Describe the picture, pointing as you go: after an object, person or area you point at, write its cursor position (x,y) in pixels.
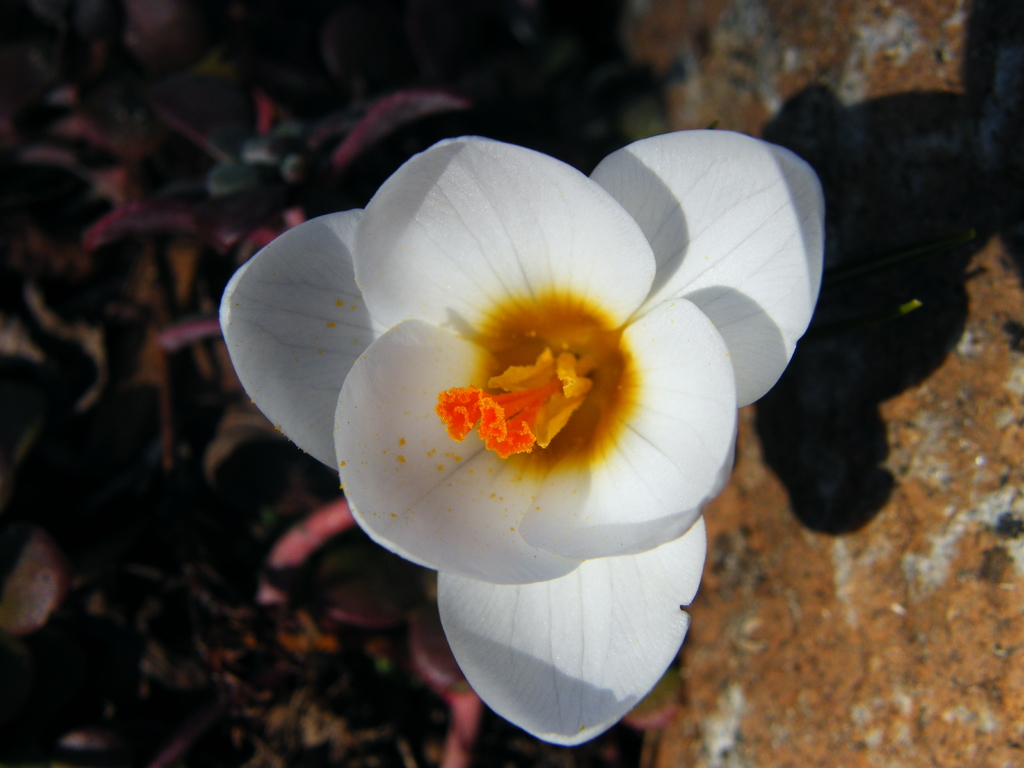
Here we can see a flower (379,283) and on the right side (893,169) there is a shadow (865,340) on the ground (835,428) and on left (68,324) we can see a plant (92,392) which is not clear.
